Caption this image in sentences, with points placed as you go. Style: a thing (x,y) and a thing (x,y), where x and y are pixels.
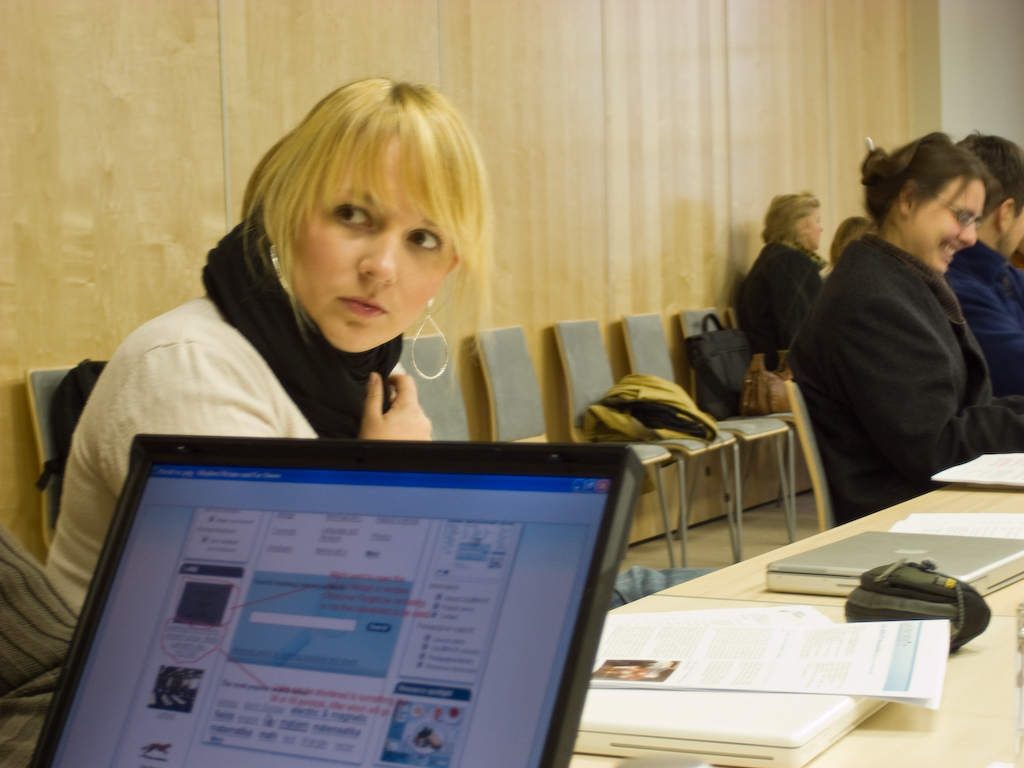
In this image I see few people (7,763) who are sitting on chairs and there are few bags (775,405) on the chairs (52,373) too. I can see that this woman (967,228) is smiling, I can also see that there are table (1015,754) on which there are laptops (530,743) and the papers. In the background (30,312) I see the wall (131,22).
